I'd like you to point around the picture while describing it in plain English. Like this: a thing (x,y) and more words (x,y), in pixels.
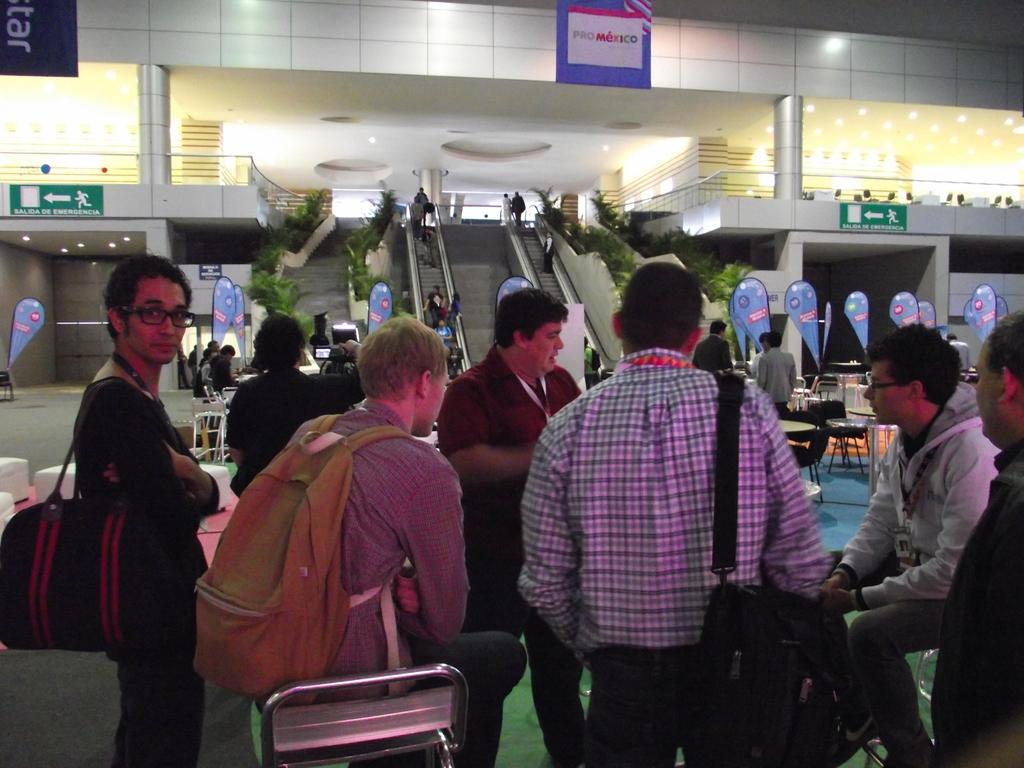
This 3 person (560,550) wore bag (723,594). This 2 persons (901,557) are sitting. Far there are escalators (527,248). Beside this escalators (525,272) there are plants (366,240). This is a sign board (52,198). Far there are chairs (817,421) and tables (859,419).
